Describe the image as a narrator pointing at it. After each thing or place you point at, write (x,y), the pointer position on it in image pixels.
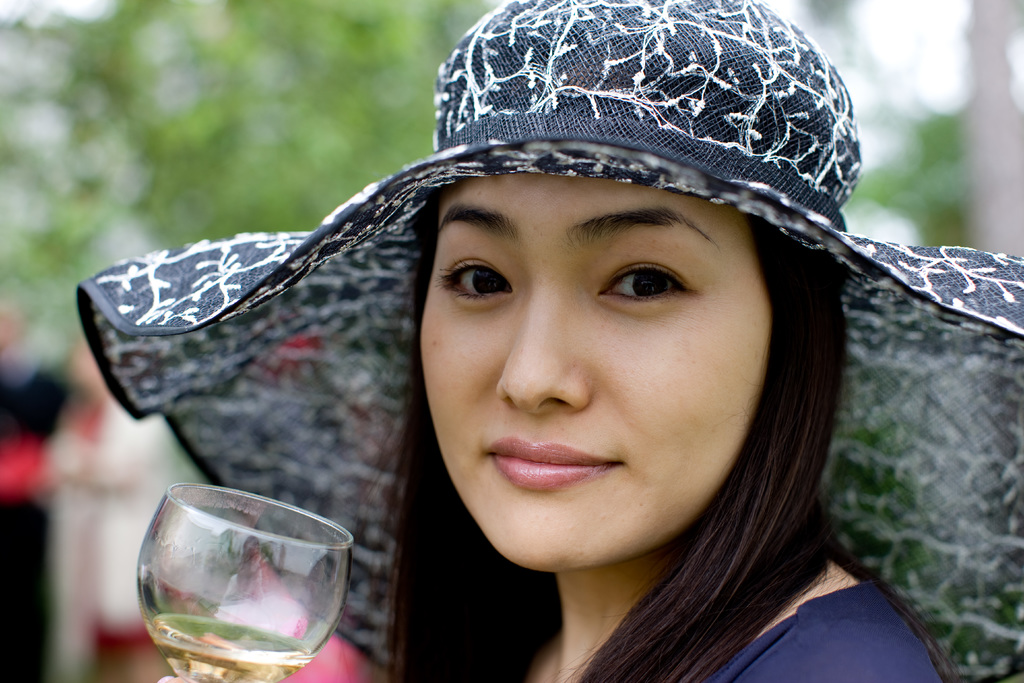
In this image I can see a woman (739,340) wearing a hat (266,439). Here I can see a glass (145,582).
